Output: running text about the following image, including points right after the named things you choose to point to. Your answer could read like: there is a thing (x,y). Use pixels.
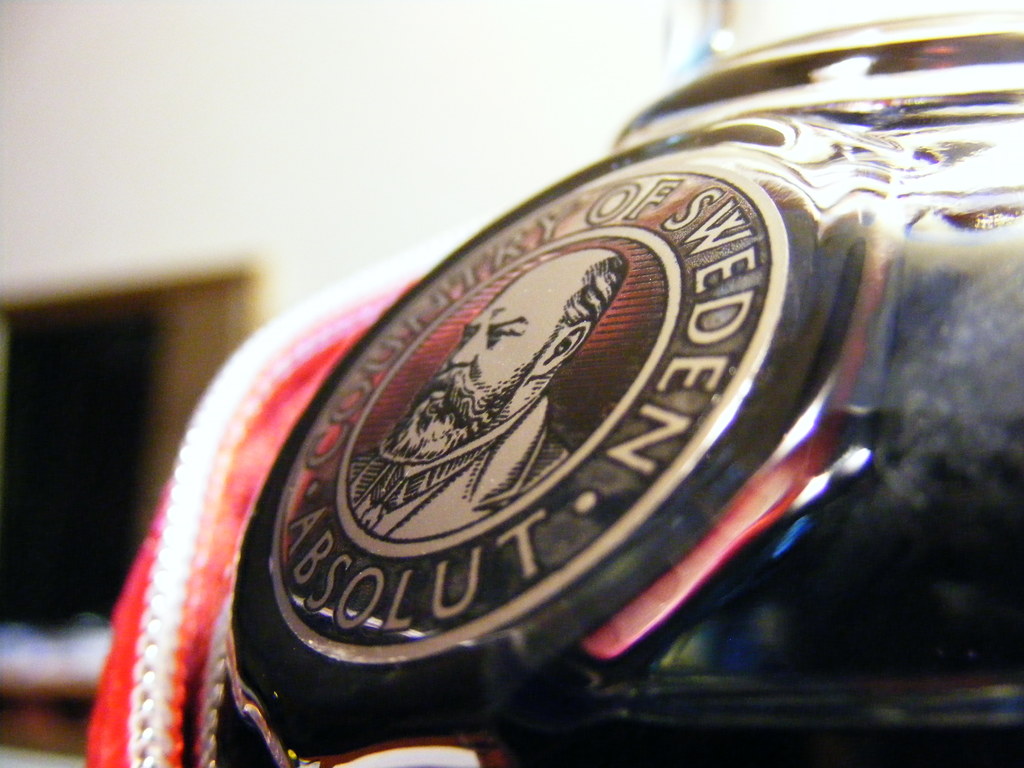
In this image, we can see a human picture (485,448). Around the picture (482,413), we can see some text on the black object (585,580). Background (590,96) there is a blur view. Here we can see red color.
